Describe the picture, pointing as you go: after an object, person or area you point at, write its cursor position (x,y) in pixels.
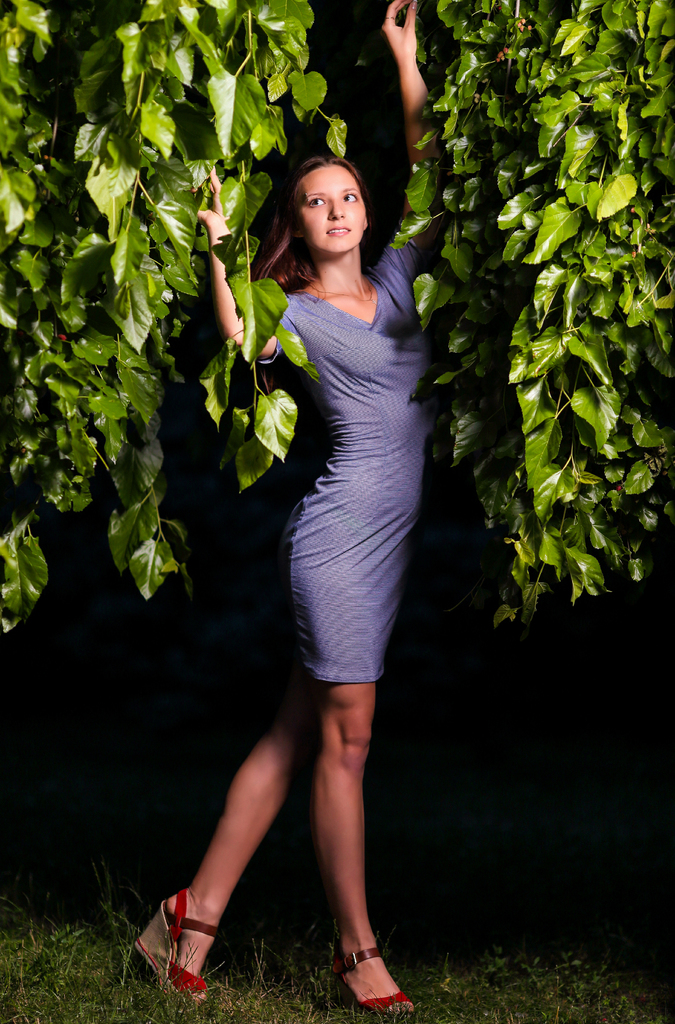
In this image we can see a woman (368,601) standing on the grass field (315,954). In the background (69,400), we can see some plants (232,166).
